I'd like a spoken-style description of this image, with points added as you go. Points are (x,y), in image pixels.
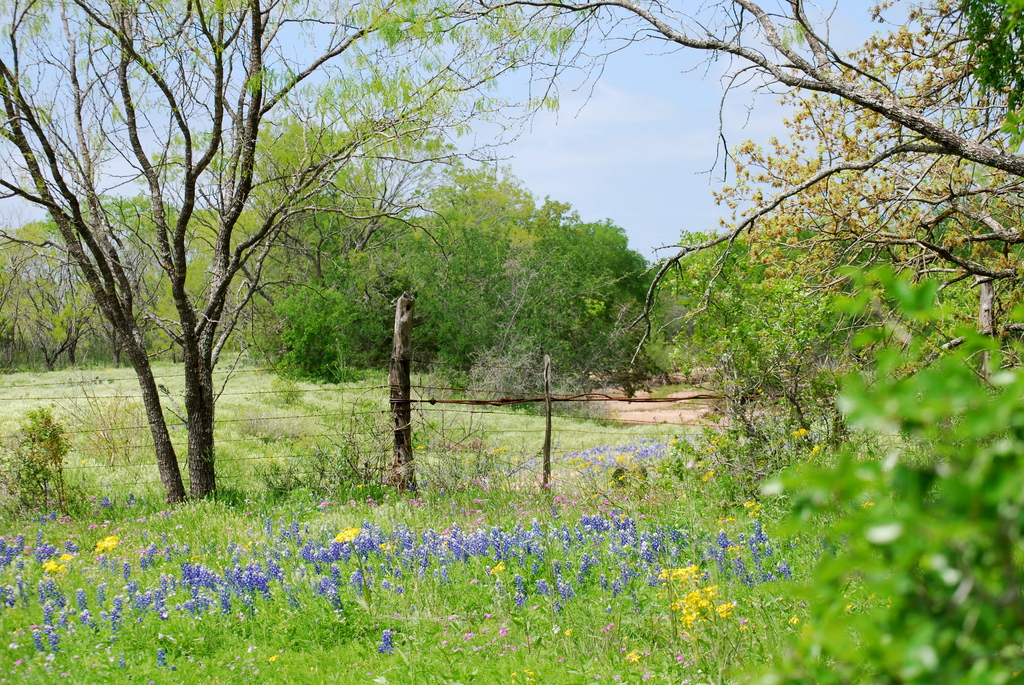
At the bottom of the image (576,553) there are plants (482,537) with flowers (78,598). On the right side (828,217) there are trees (976,247). Behind them there is fencing (308,459). Behind the fencing (293,459) on the ground (293,459) there is grass (293,459). And also there are many trees (437,275) in the image. In the background (579,80) there is sky (485,43).
